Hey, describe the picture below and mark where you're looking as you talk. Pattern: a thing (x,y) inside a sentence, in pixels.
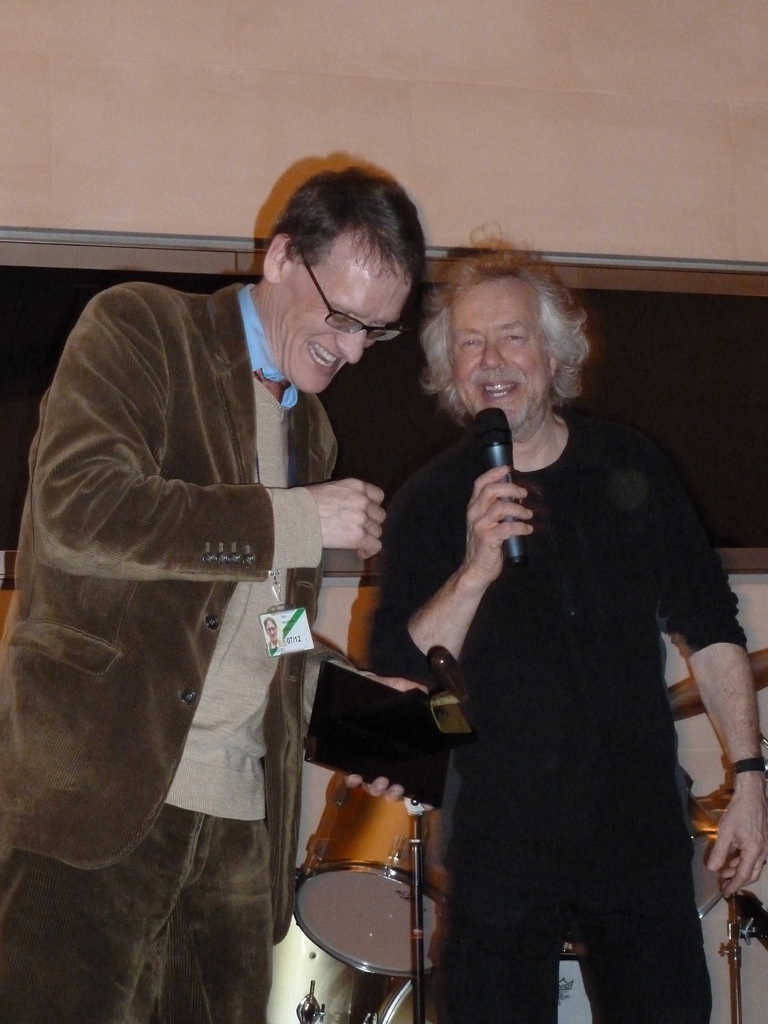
In the image there are two people (145,655) standing. The man (454,950) who is standing to the right side (513,577) is holding a mic (482,413) in his hand (492,507) and the man (103,1002) who is standing beside him is laughing. In the background (395,916) there is a drum kit (407,933).
